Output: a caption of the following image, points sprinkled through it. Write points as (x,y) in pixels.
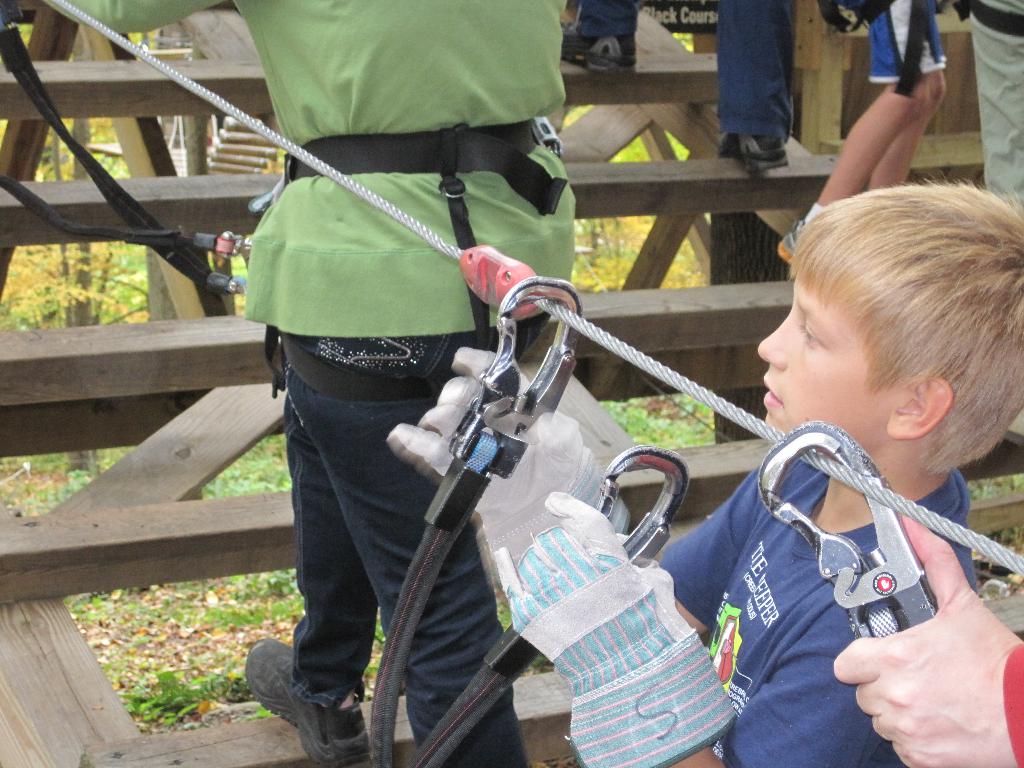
There is a boy (985,249) and a person (314,46) standing and this boy (842,489) wore gloves (589,491) and holding hooks (492,401), beside this boy (611,638) we can see a hand (931,659) holding a hook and we can see rope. In the background (790,72) we can see people (887,127), grass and wooden planks (683,366).
